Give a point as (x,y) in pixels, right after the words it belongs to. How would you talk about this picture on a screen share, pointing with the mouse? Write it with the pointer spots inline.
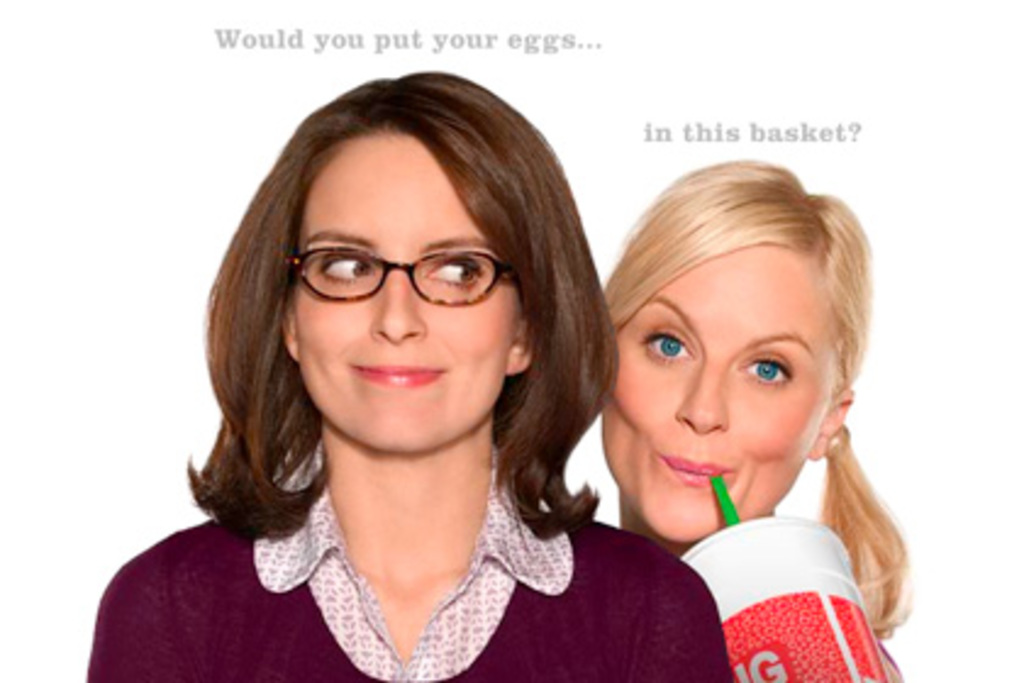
In this image there are two persons (597,374) smiling, a person (581,297) with spectacles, another person (631,418) with a straw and a cup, and there are watermarks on the image.
